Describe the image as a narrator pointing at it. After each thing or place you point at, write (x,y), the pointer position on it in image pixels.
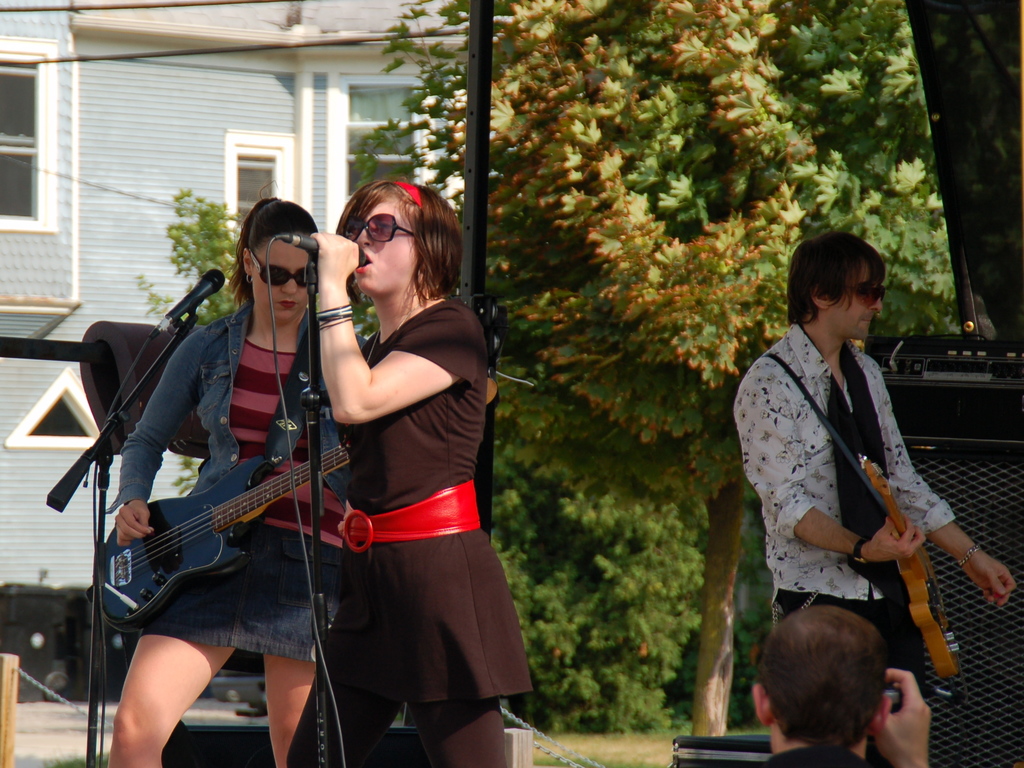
In this image I can see three people (439,468) who are playing musical instrument (287,474) and singing song in front of a microphone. In the background (243,126) I can see there is a house (210,71) and a tree (691,172).
